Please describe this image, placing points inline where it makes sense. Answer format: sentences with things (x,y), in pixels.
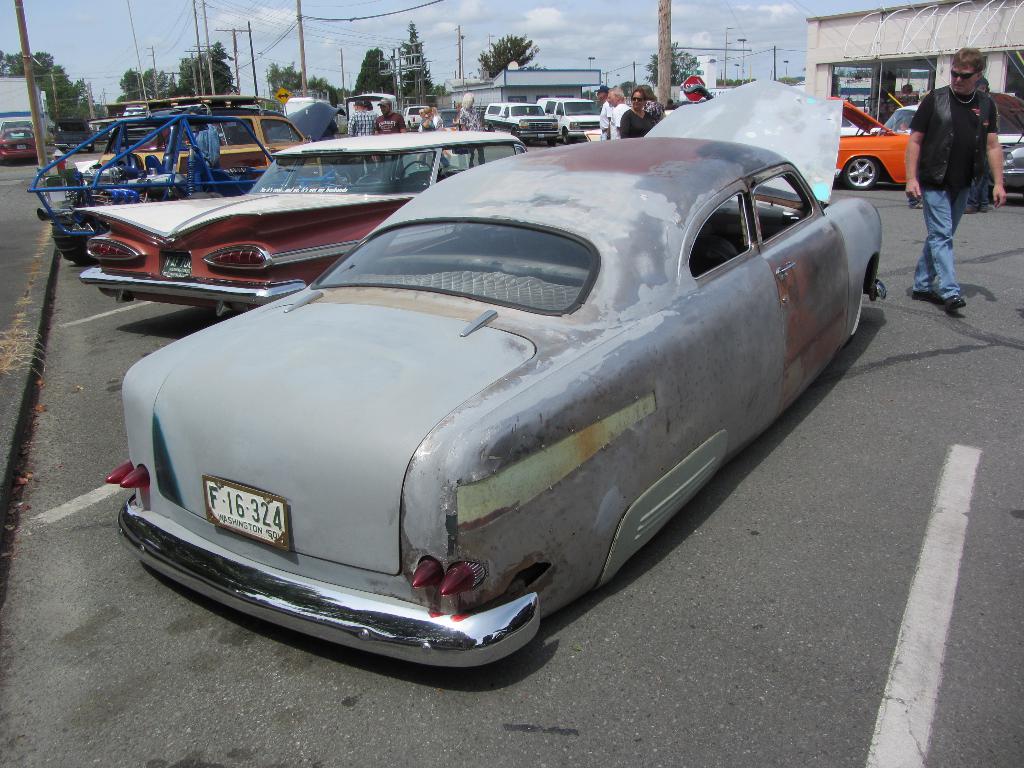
In this picture we can see there are vehicles (407,112) and people (628,126) on the road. Behind the vehicles (355,166) there are sign boards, buildings (509,97), trees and there are electric poles (31,93) with cables (281,36). Behind the trees (273,77), there is the sky (551,42).
